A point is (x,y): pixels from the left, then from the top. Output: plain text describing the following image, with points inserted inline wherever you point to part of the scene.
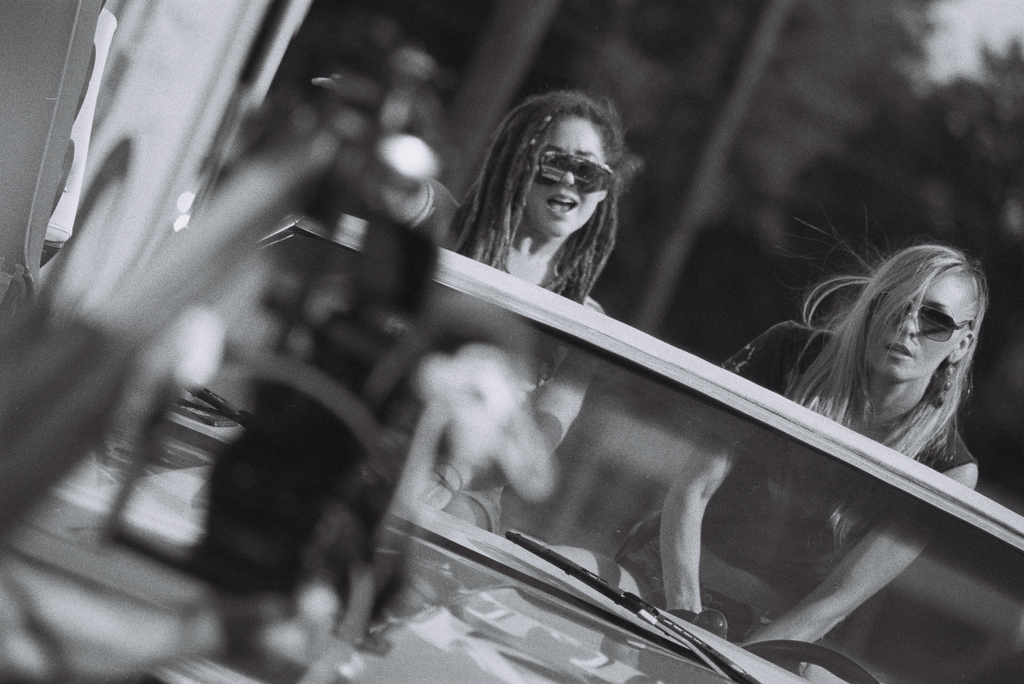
In the picture we can see two women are sitting in a car (736,403), we can see a wiper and steering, in the background (640,264) we can see some trees (934,221), and the picture is black and white.
